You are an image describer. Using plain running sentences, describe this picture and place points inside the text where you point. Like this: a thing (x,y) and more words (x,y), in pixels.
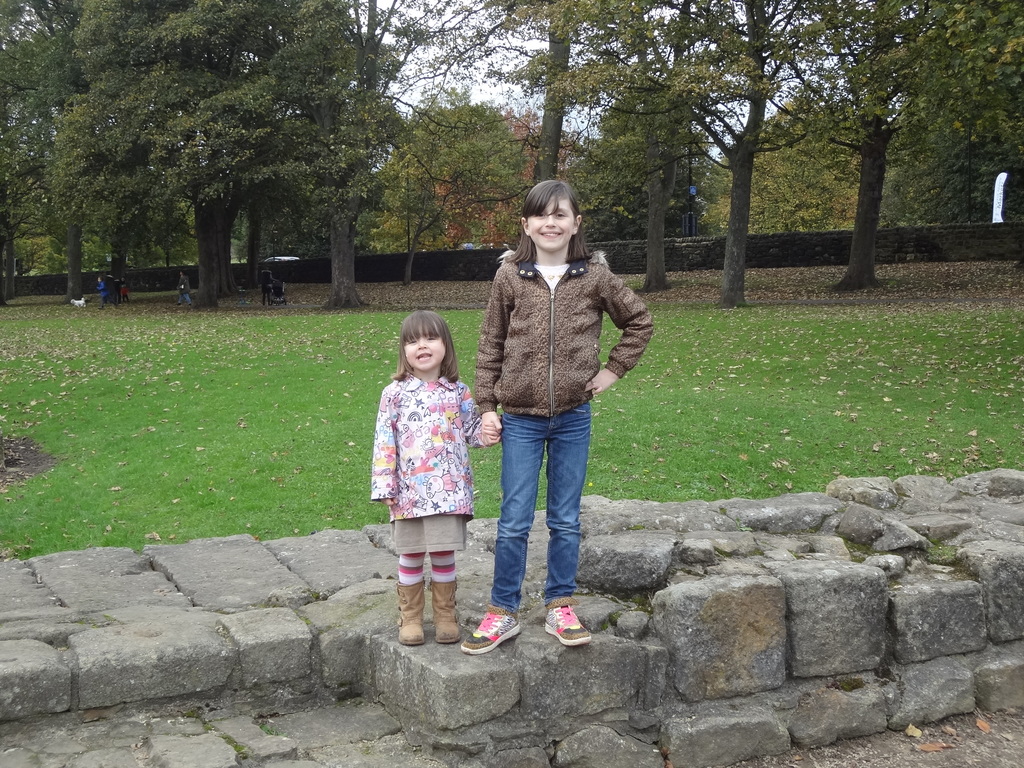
In this image, we can see two kids (494,406) wearing clothes (415,494) and standing on rocks (448,674). There is a grass (265,334) on the ground (368,315) which is in the middle of the image (661,345). There are some trees (460,123) at the top of the image (260,63).
